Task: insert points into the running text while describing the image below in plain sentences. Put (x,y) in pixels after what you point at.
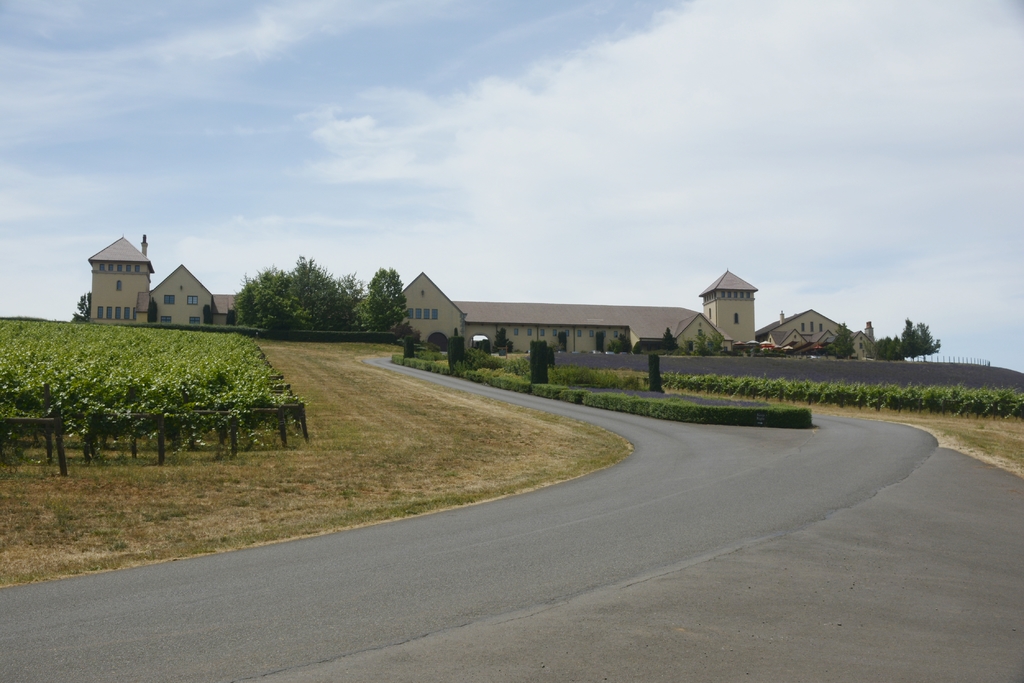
This image consists of a road (369,562). On the left (162,372) and right, there are plants (513,369). In the background (236,300), we can see a building (790,320) along with the trees (247,323). At the top (390,165), there are clouds (498,206) in the sky (405,236).
